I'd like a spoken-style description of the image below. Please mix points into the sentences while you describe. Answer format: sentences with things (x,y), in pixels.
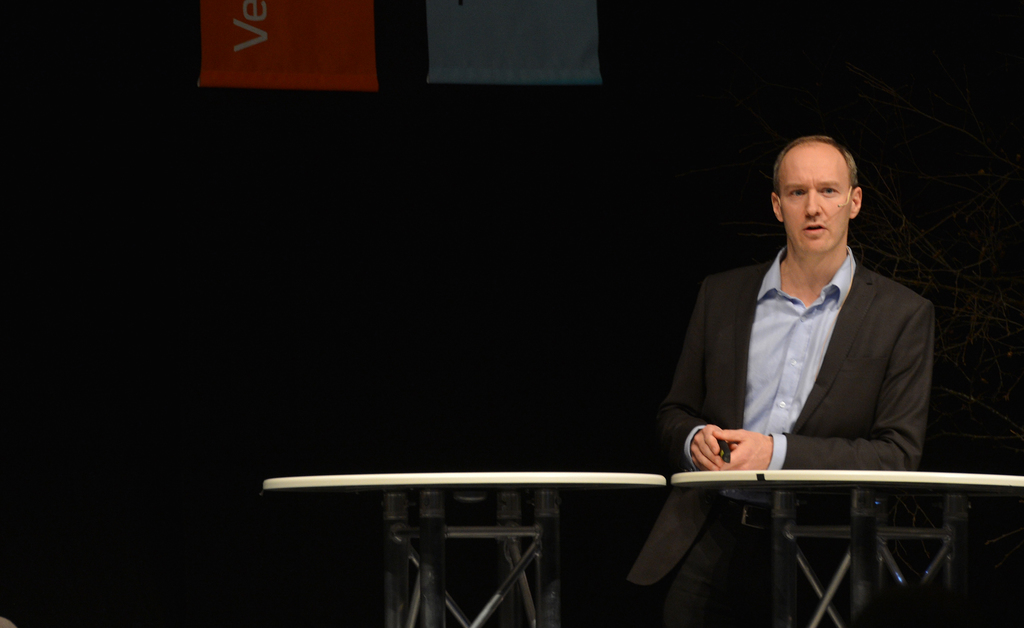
The man (728,362) in black is standing behind this table (835,479).
